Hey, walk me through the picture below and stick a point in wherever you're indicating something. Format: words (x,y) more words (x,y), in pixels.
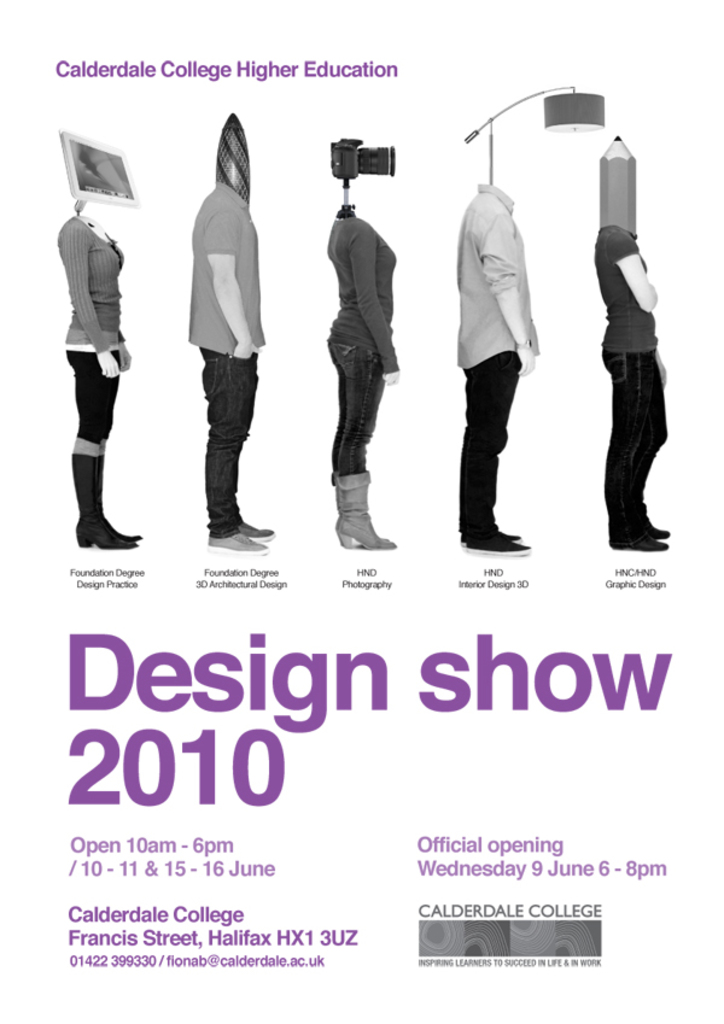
In this image there are some pictures (361,364) of some persons (355,323) in the middle of this image (244,355). There is some text (254,669) written in the bottom of this image (282,760) and on the top of this image (176,63) as well.
